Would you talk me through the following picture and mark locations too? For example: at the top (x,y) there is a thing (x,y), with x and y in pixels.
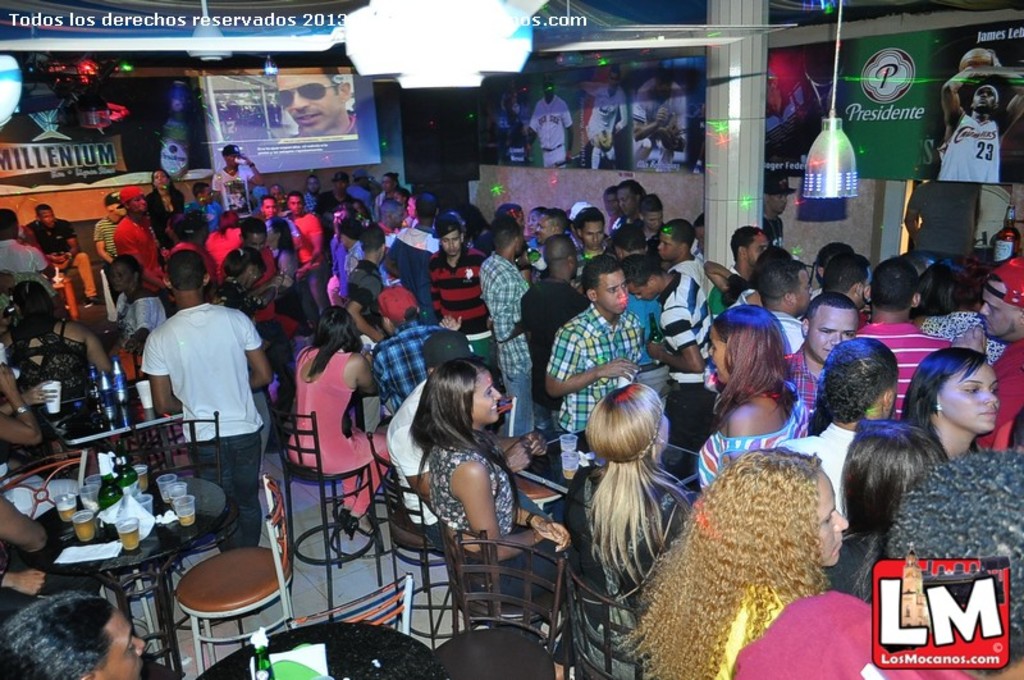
In this picture we can see persons (566,343) standing and sitting on chairs (546,670) in front of a table (168,539) and on the table (208,488) we can see bottles (118,495), drinking glasses (139,522), tissue papers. This is a floor (348,593). Here we can see hoardings (951,113) and a screen (299,165).
